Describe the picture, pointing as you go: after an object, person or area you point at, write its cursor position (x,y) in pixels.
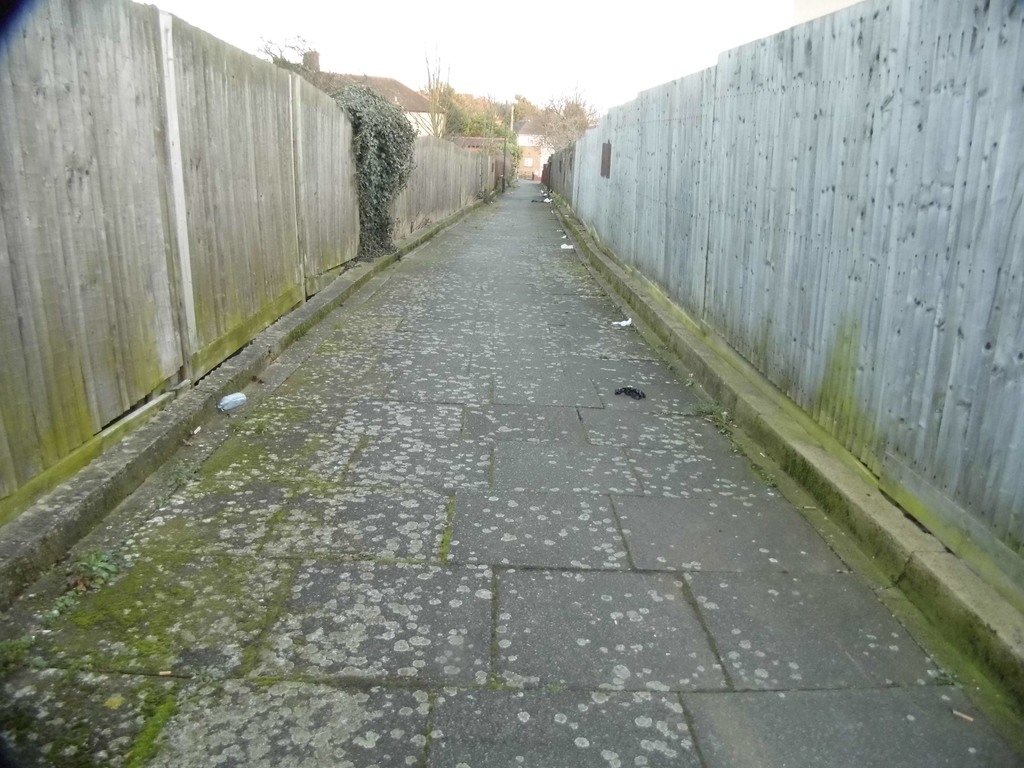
In the middle of the picture (581,445), we see the path (403,487). On either side of the picture, we see fences (259,245), which are made up of wooden panels (768,208). On the left side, we see a tree (373,193). There are trees (522,115) and a building (529,156) in the background (497,124). At the top (506,75), we see the sky (416,19).
